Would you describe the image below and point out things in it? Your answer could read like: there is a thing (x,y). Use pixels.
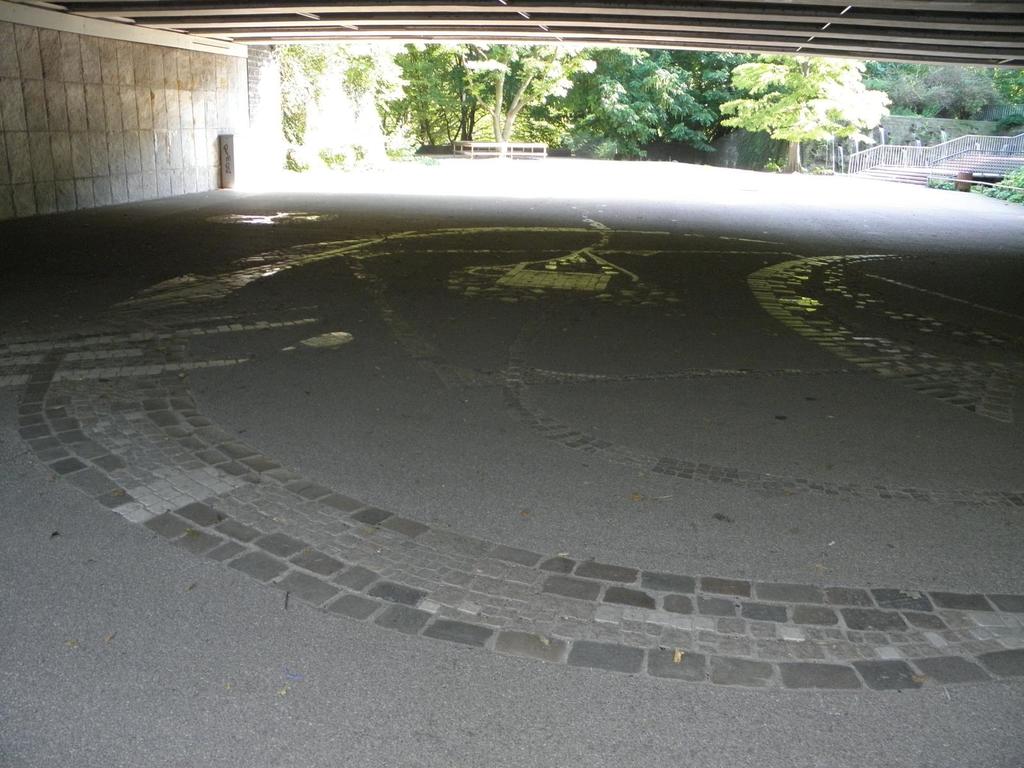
In this image I can see a parking lot (373,438) or a subway (187,201) with a rooftop (653,41). At the bottom of the image (256,551) I can see pavement (761,656) within the road (603,482). In the center of the image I can see trees (525,112), wooden bench (518,147), and stairs (953,170).
